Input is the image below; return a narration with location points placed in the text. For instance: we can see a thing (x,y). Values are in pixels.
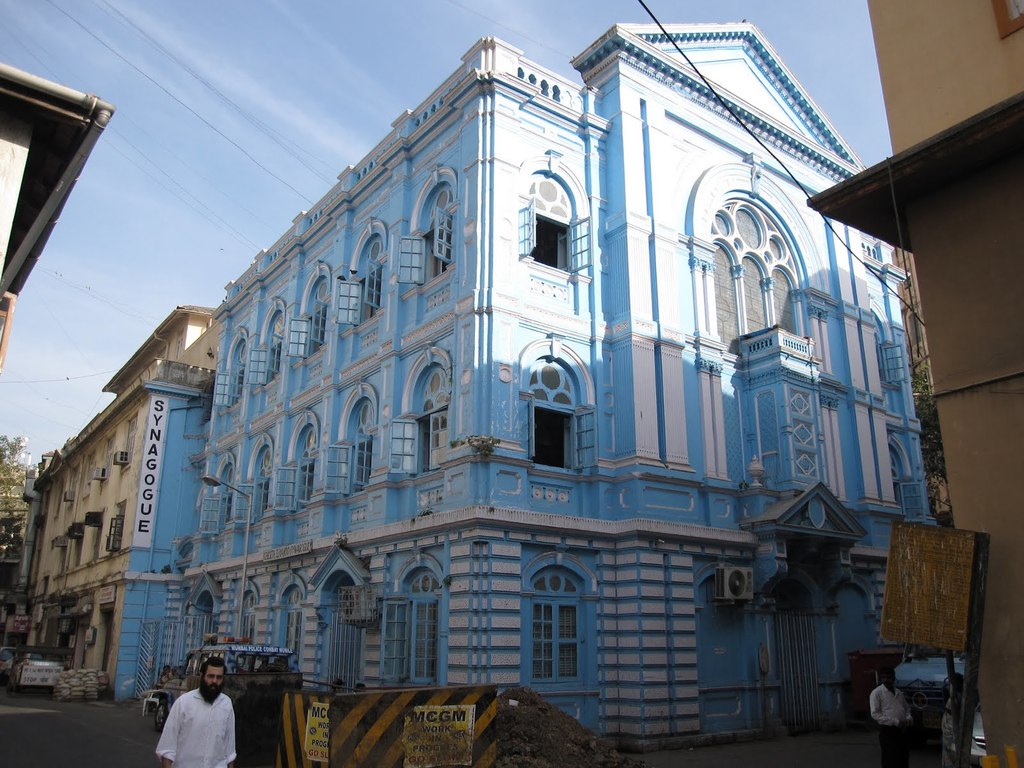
Middle it is a building (511,386) which is in blue and white color. In the left side (192,733) a man (219,728) is there. He wore white color dress (198,745) at the top (325,93) it's a sunny sky (239,117).
